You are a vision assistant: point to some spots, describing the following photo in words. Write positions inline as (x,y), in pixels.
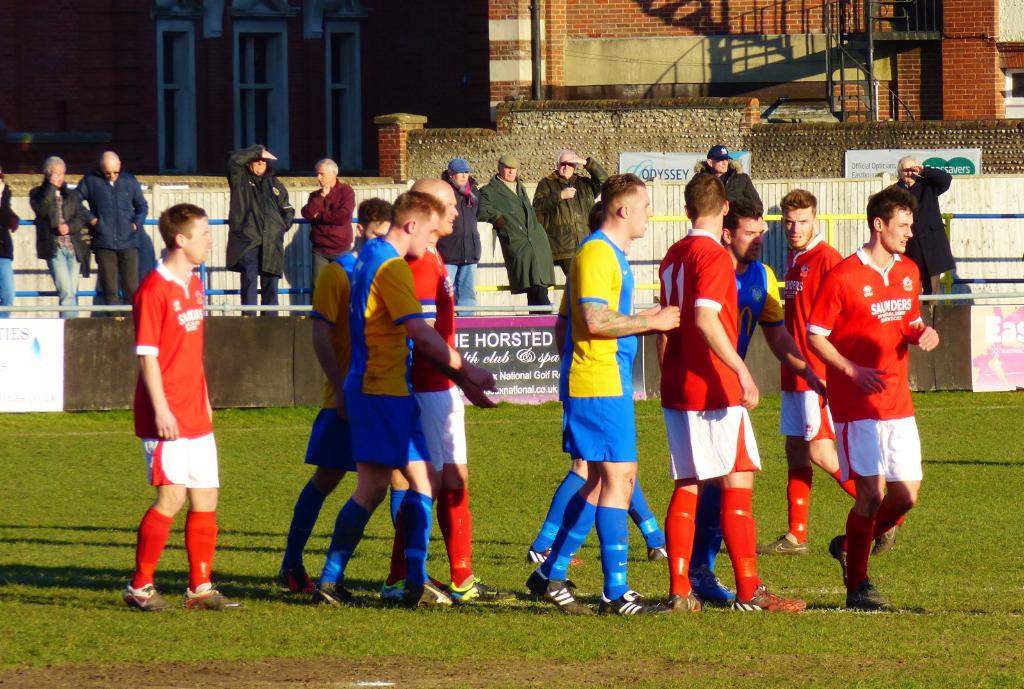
In the image we can see there are many people (582,405) wearing clothes (601,432), socks (567,529) and shoes (638,601), and they are on the ground (649,580). This is a grass (627,619), poster (540,384) and there are other people (935,172) standing and some of them are wearing a cap (709,152). These are the stairs (842,81), buildings (96,67) and windows (252,106) of the building (249,105).
